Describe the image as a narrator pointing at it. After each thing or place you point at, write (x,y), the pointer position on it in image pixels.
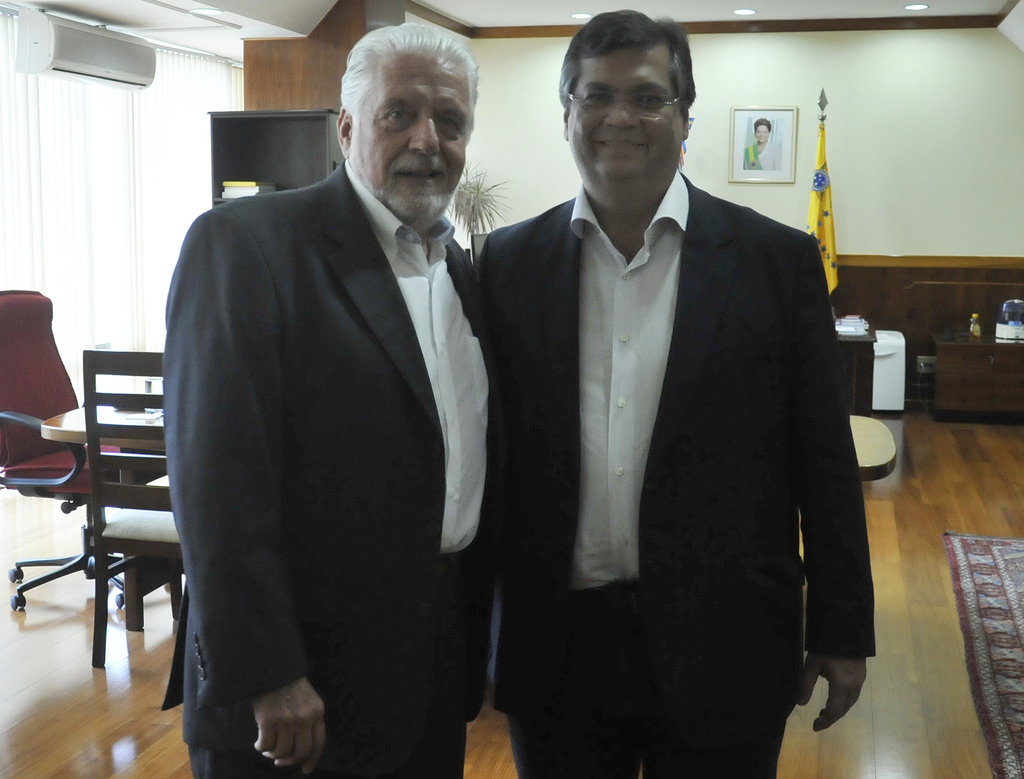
In this image we can see this persons (322,391) wearing black blazer (340,547) are standing on the floor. We can see chairs (61,449), air conditioner (103,37), curtains (167,189), cupboard (281,130), photo frame (756,167) on wall (811,165), flag (828,238) and carpet (1016,606) in the background of the image (1009,594).
